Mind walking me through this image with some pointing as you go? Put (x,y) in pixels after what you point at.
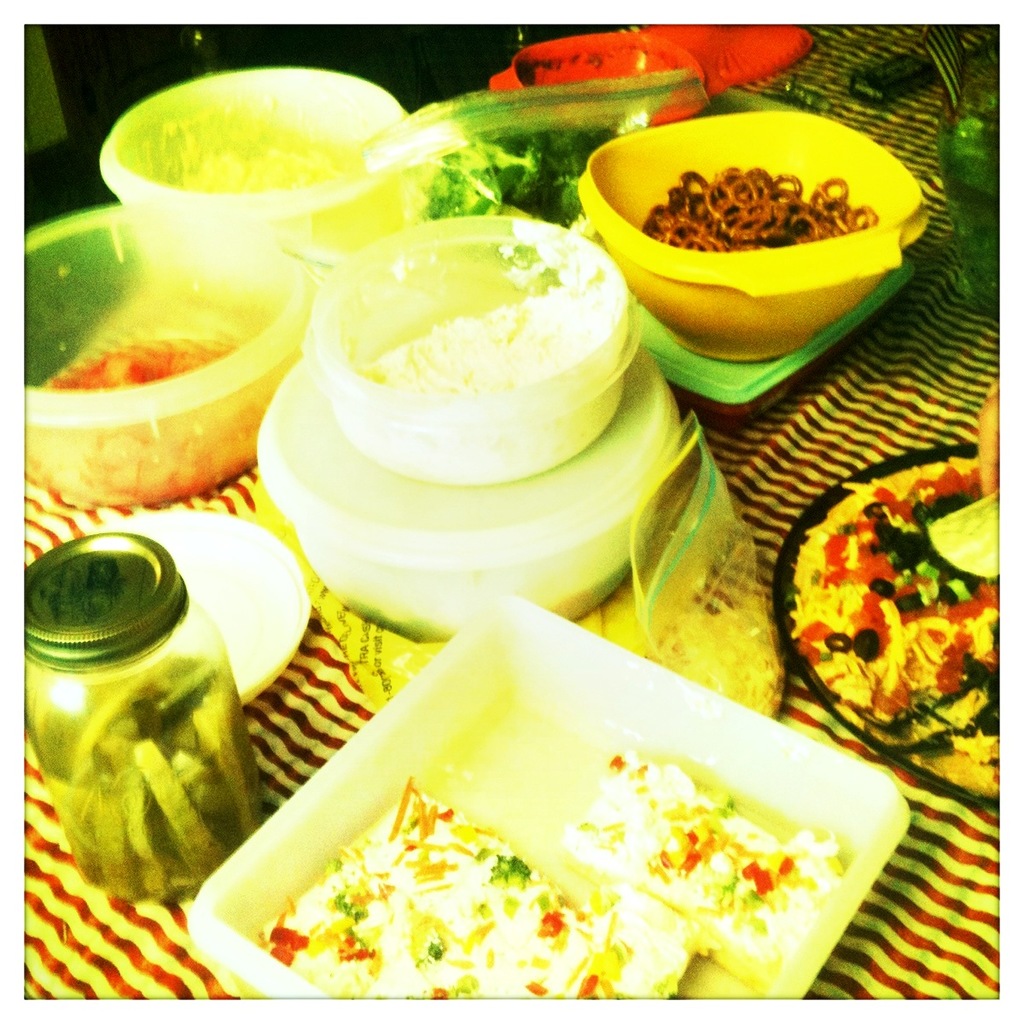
In this picture we can see a bottle (140,754), few bowls (421,514) and other things (675,476) on the table (860,428), we can see food (588,276) in the bowls (456,582).
